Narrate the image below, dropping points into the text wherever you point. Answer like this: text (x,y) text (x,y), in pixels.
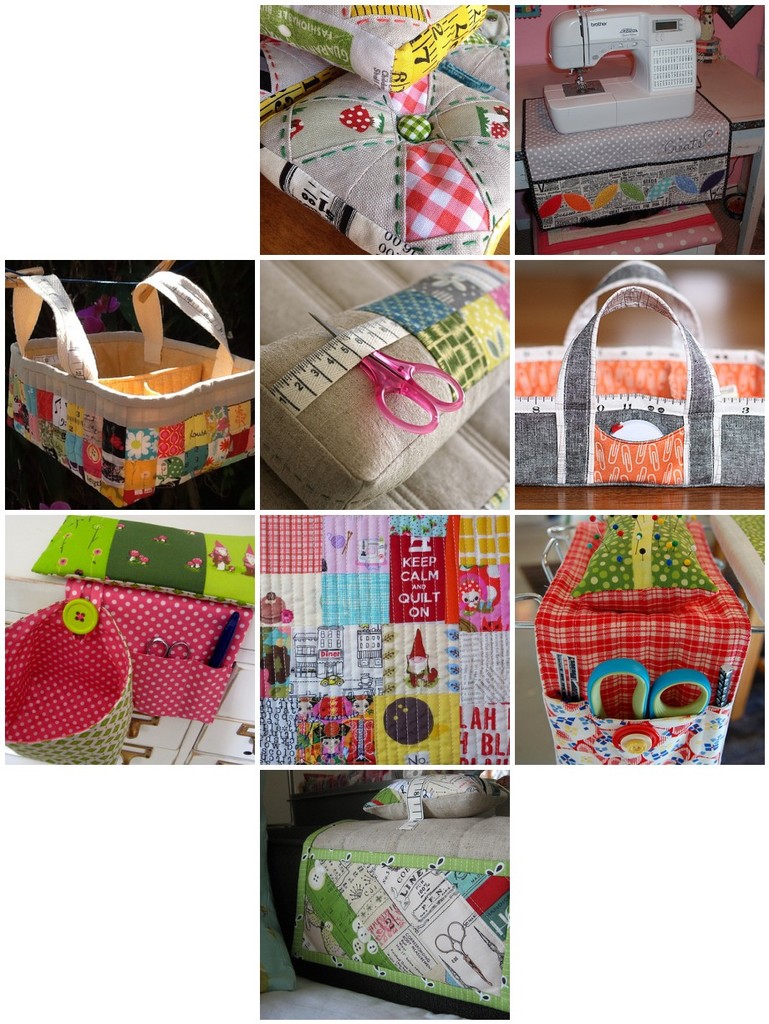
This is of a collage picture. It looks so colorful. I can see a sewing machine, scissor (410,367) attached to the pillow (345,441), a cloth basket (136,424), and I can see a bed (396,907) with a blanket (436,849) placed on it. And it looks like a small basket (118,686). I can see another scissor (654,694) which is put inside the cloth (622,679).
